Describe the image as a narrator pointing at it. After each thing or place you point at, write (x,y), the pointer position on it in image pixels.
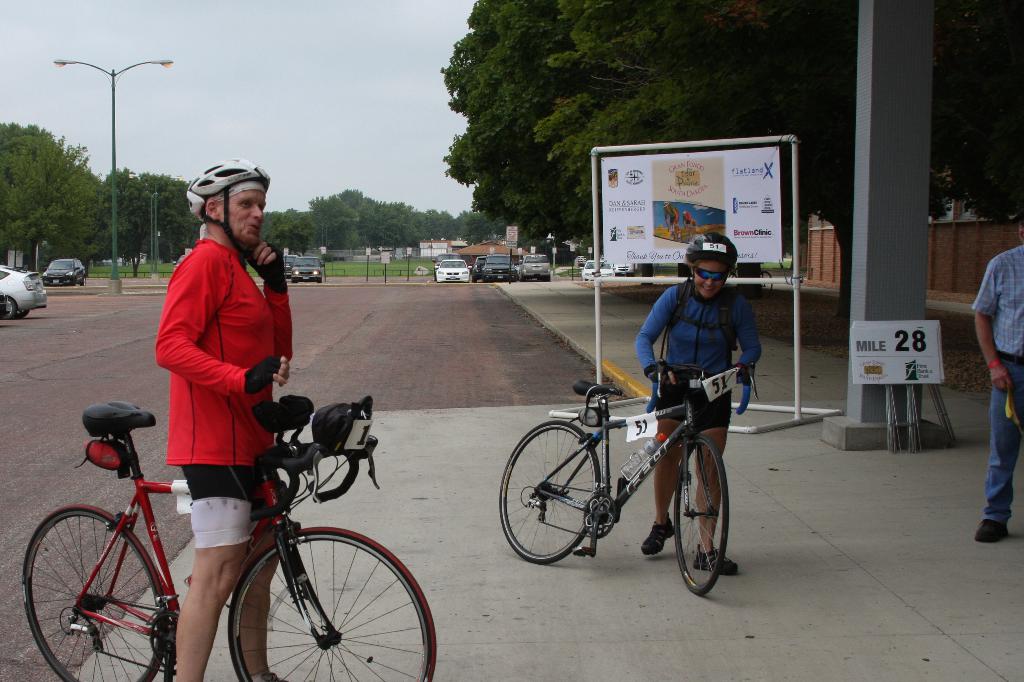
In this image, I can see two persons (214,418) standing on the pathway (377,494) and holding the bicycles (642,474). Behind a person (689,311), I can see a board (747,169) with the poles (618,279). On the right side of the image (989,357), I can see another person (980,330) standing, a pillar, boards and a wall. In the background (306,235), there are vehicles (6,275), trees (420,235), a street light (114,264) and the sky (409,155).
